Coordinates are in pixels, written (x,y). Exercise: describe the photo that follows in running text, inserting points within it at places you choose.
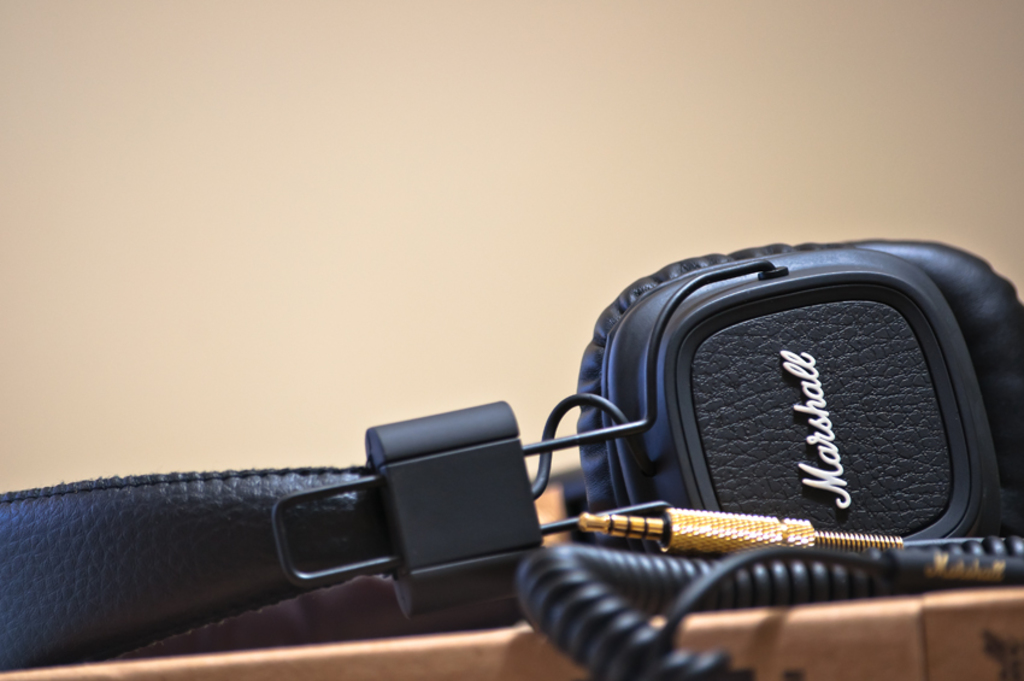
In this image there is some object (418,515) in the box (803,630). In the background of the image (537,159) there is a wall (470,200).
